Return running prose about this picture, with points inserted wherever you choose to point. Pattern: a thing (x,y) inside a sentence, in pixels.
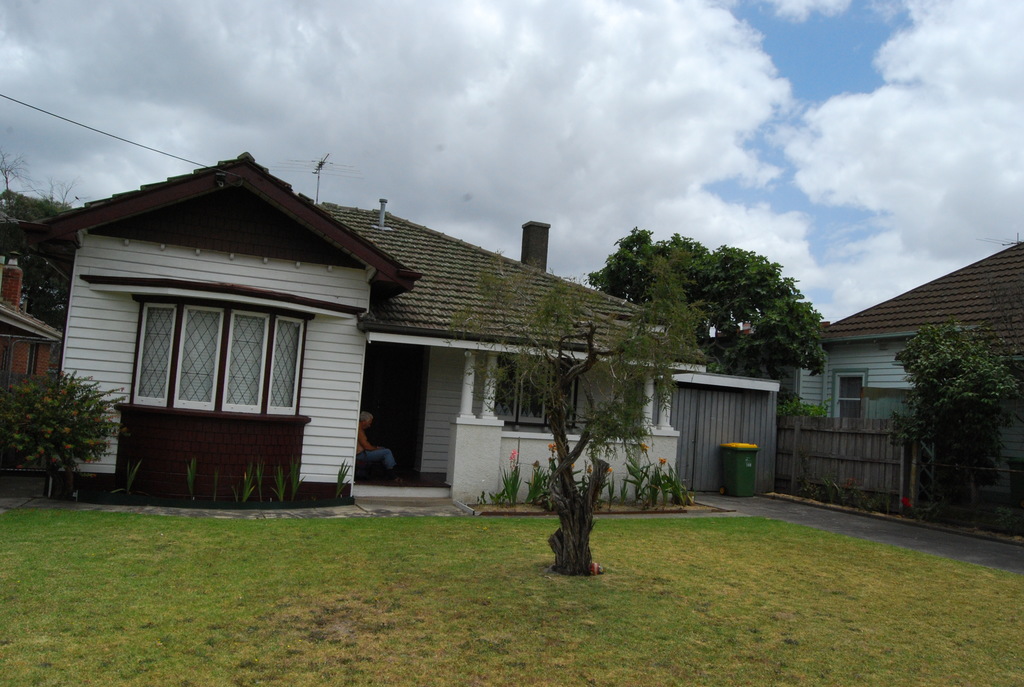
This is the picture of a place where we have two houses (486,443) and we can see a person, trees (624,413), plants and some other things (761,552) around.
